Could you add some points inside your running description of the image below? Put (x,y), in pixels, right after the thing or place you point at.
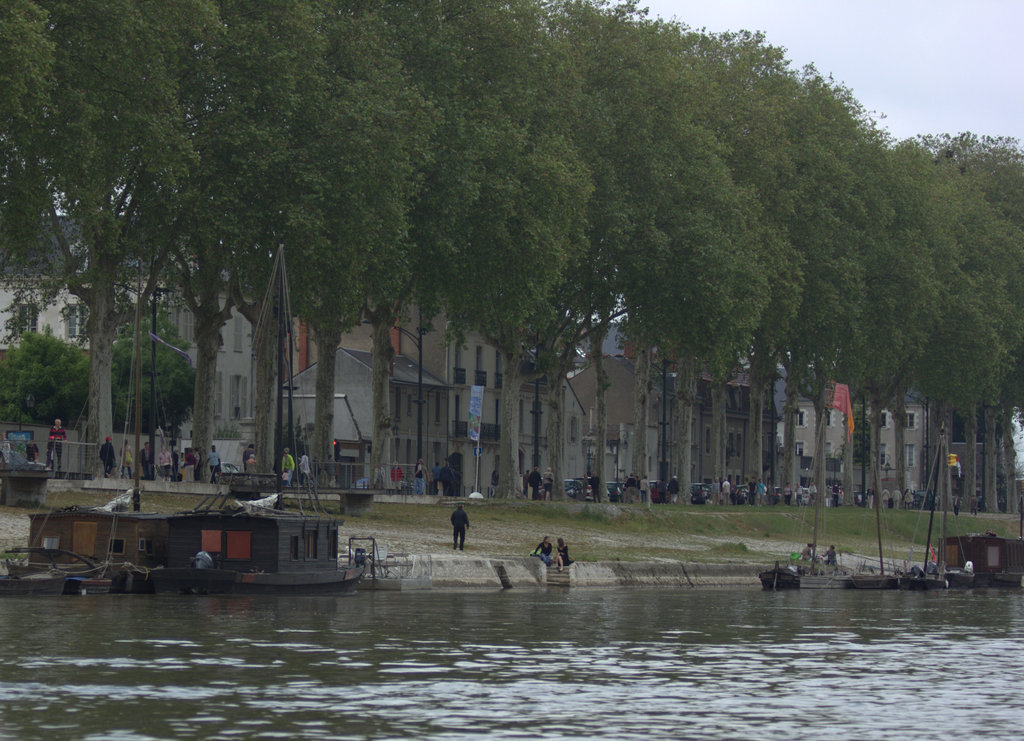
In this image I can see few trees (342,261), buildings (461,431), poles (665,459), few boats (137,506), water (717,701) and few people (752,487) around. The sky (895,79) is in blue and white color.
